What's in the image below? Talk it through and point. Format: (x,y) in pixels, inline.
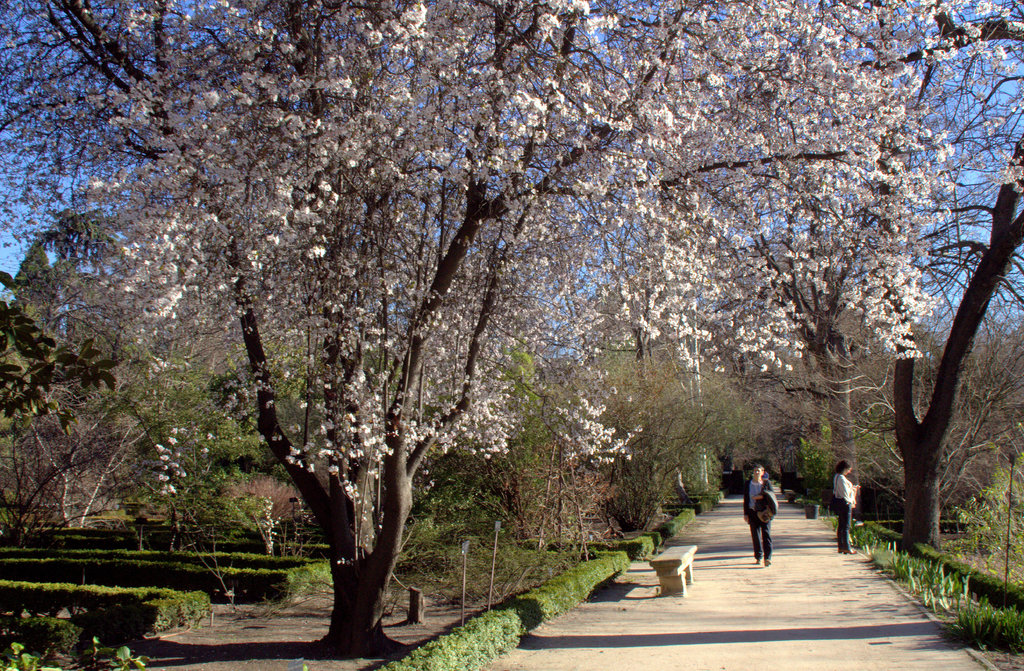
In this picture there are people (837,487) and a bench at the bottom side of the image (751,501) and there is a flower tree (531,316) on the left side of the image (281,399) and there are other trees (642,511) in the background area of the image (642,511).
